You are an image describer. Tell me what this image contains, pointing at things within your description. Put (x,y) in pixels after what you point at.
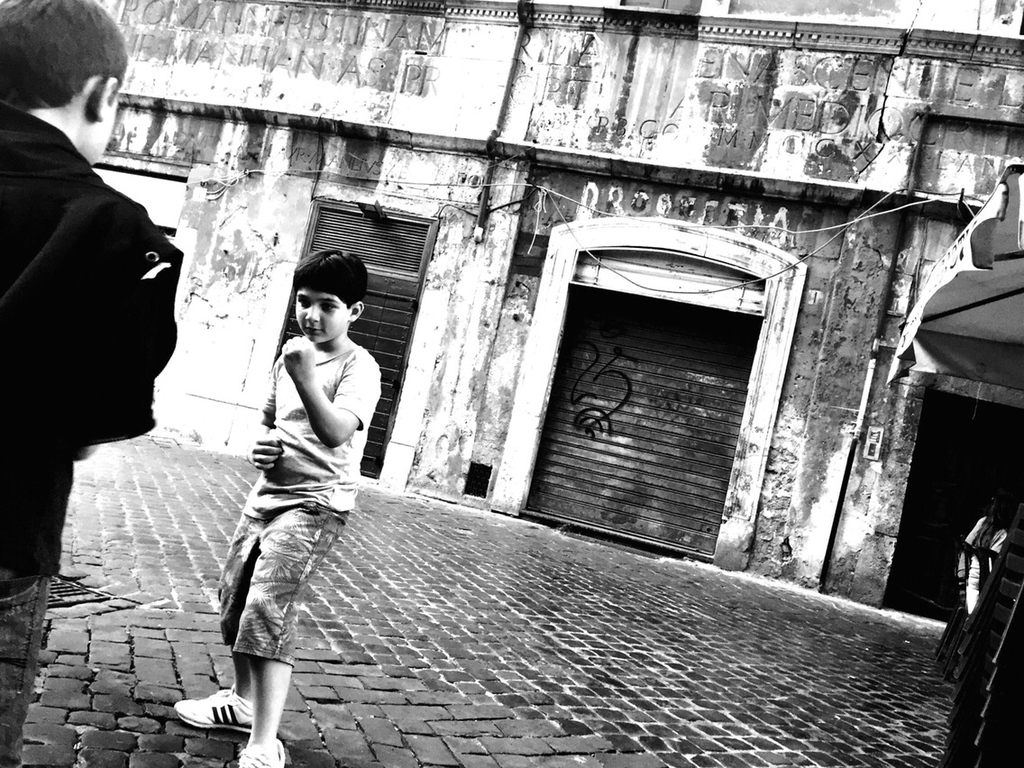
This is a black and white image. There is a boy (267,446). On the left side (81,311) there is another person (121,259). In the back (371,118) there are buildings (509,278) with shutter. Also something is written on the buildings (826,320).
